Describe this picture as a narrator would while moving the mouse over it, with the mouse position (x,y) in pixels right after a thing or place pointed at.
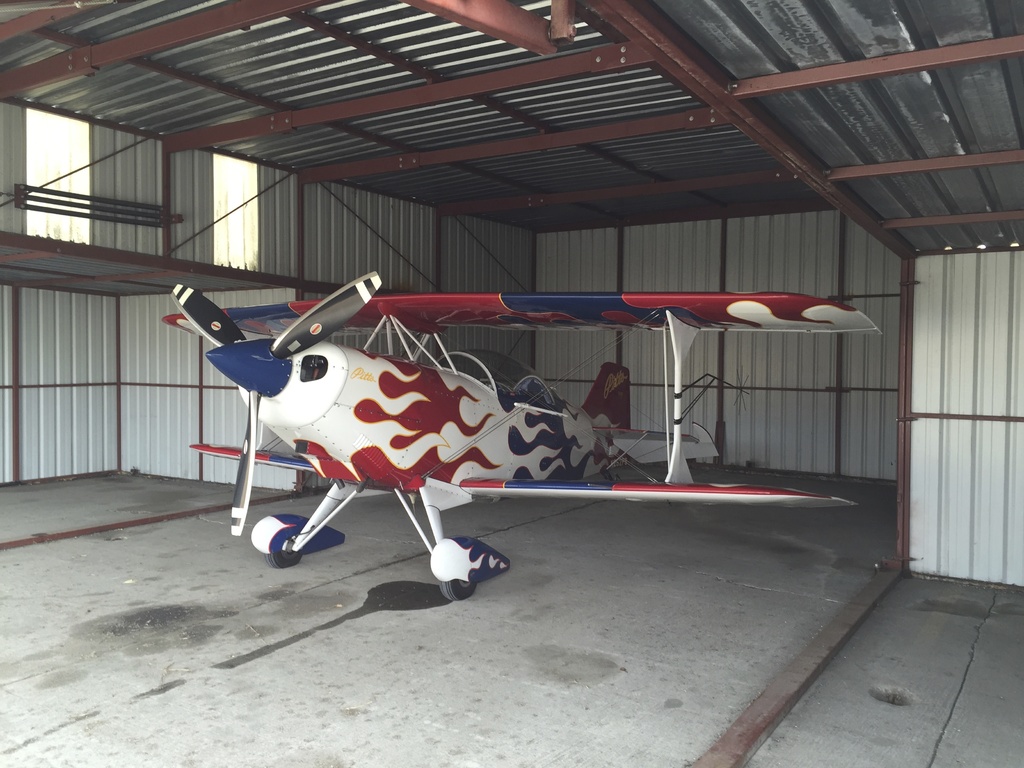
In this image there is an aircraft (355,365) inside a metal shed (227,435) with metal walls (48,292) and metal roof (724,64) supported by metal rods (479,88).
